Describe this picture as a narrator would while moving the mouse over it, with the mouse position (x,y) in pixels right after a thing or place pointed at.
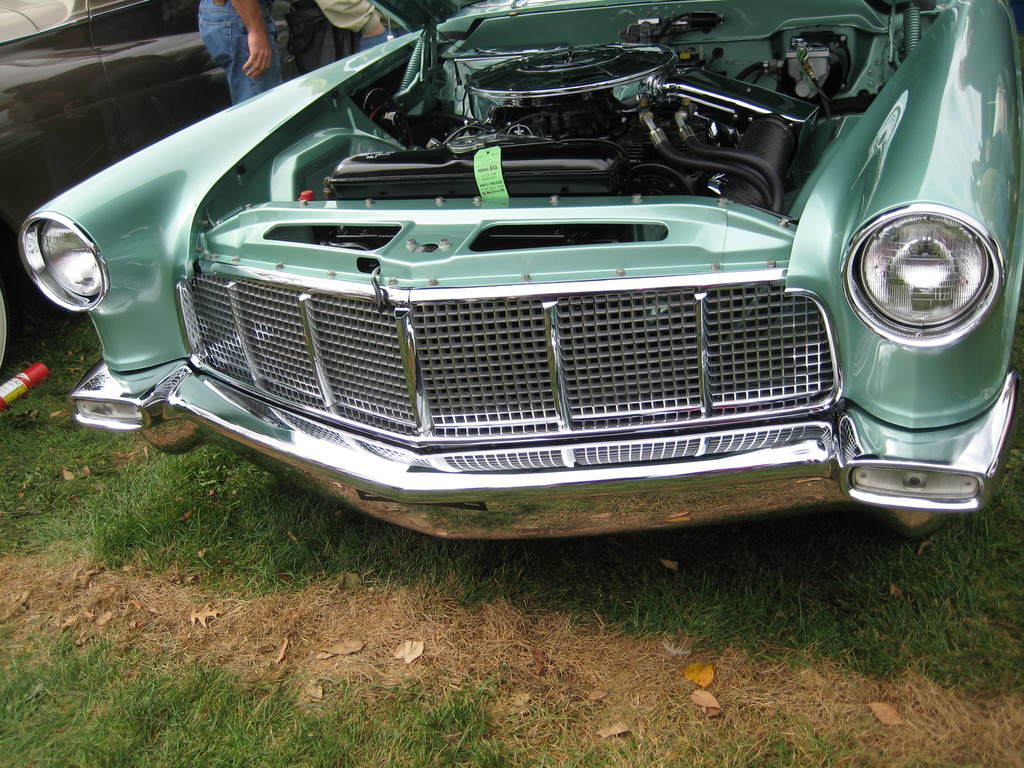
In this image in the center (490,463) there is one vehicle (861,170), and in the background (268,50) there are some persons (334,20) and another vehicle (123,65). At the bottom (810,640) there is grass (225,583) and some leaves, and on the left side (27,371) there is some object (39,370).
